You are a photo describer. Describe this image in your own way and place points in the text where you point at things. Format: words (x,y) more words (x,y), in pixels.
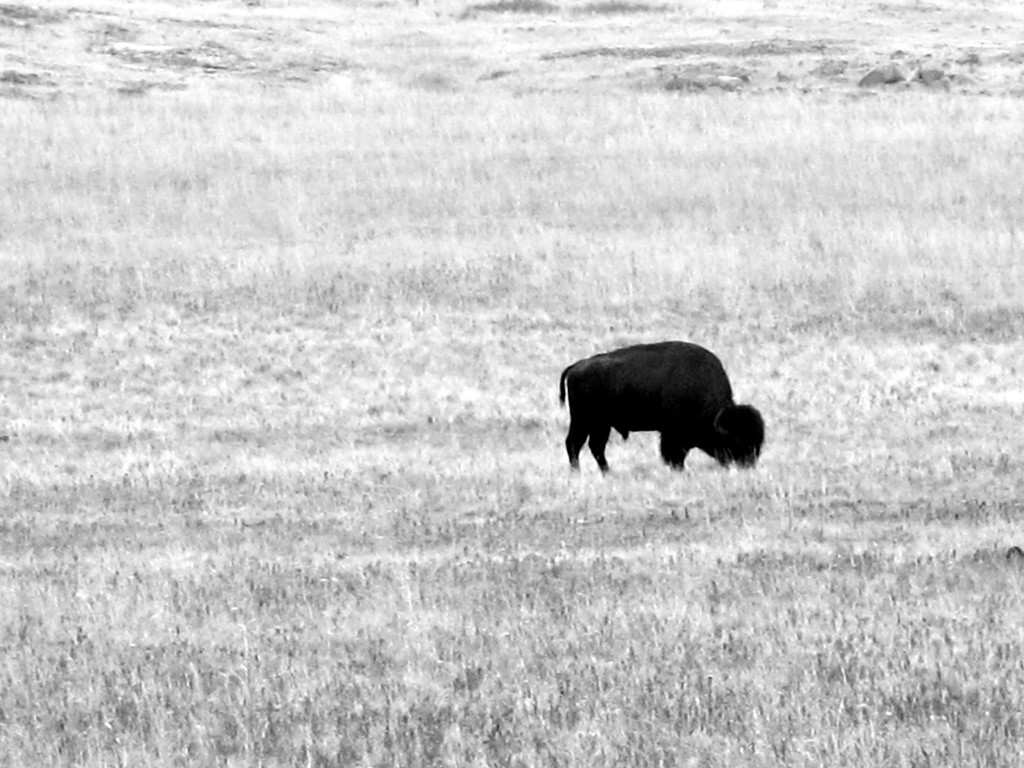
In this image we can see a black color animal (638,408) on the ground (423,459), also we can see the grass (394,334), and the picture is taken in black and white mode.
